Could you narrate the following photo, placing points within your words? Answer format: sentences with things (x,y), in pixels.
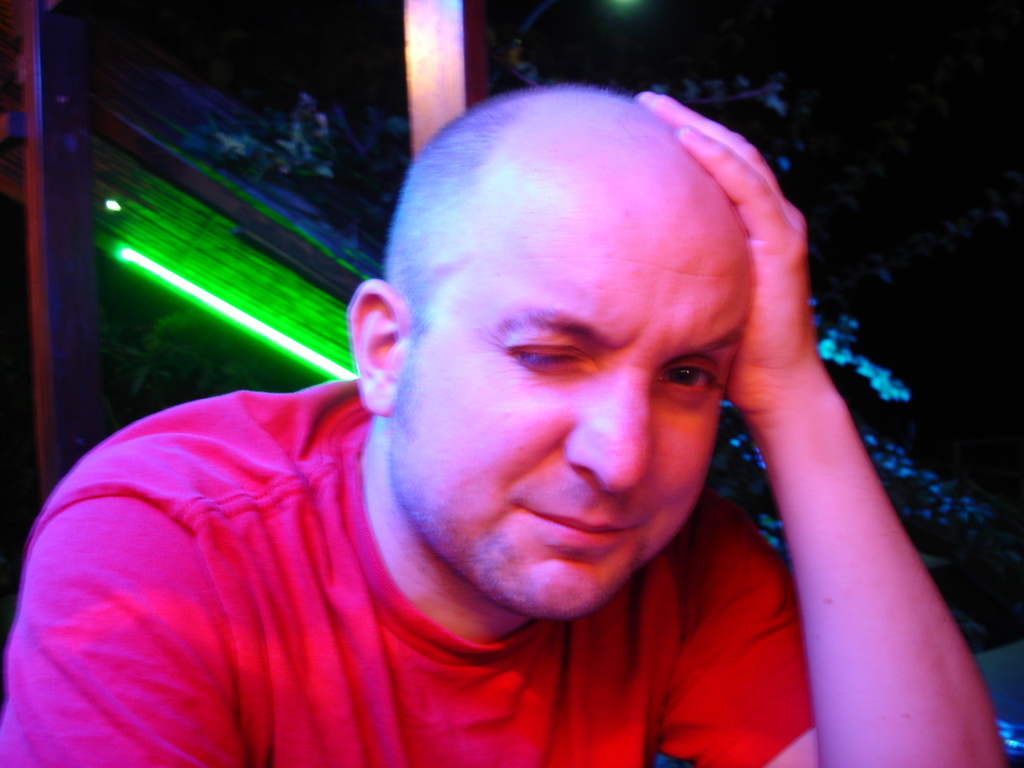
In this picture, we see a man (268,643) in the red T-shirt (348,605) is sitting. He is smiling and he is posing for the photo. Behind him, we see the wooden posts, the trees (266,119) and the light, which is green in color. This picture might be clicked in the dark.
